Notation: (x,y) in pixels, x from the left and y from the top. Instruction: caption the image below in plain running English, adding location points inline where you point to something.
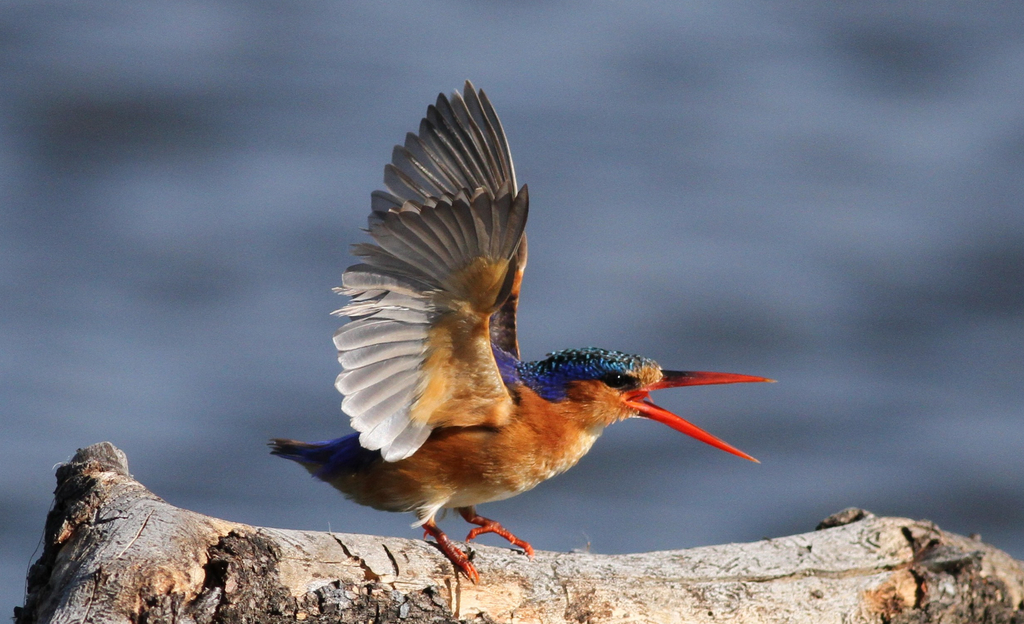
In this picture I can see a bird (632,403) which is colorful and it is on a wooden thing (292,546). I see that it is blurred in the background (730,217).
